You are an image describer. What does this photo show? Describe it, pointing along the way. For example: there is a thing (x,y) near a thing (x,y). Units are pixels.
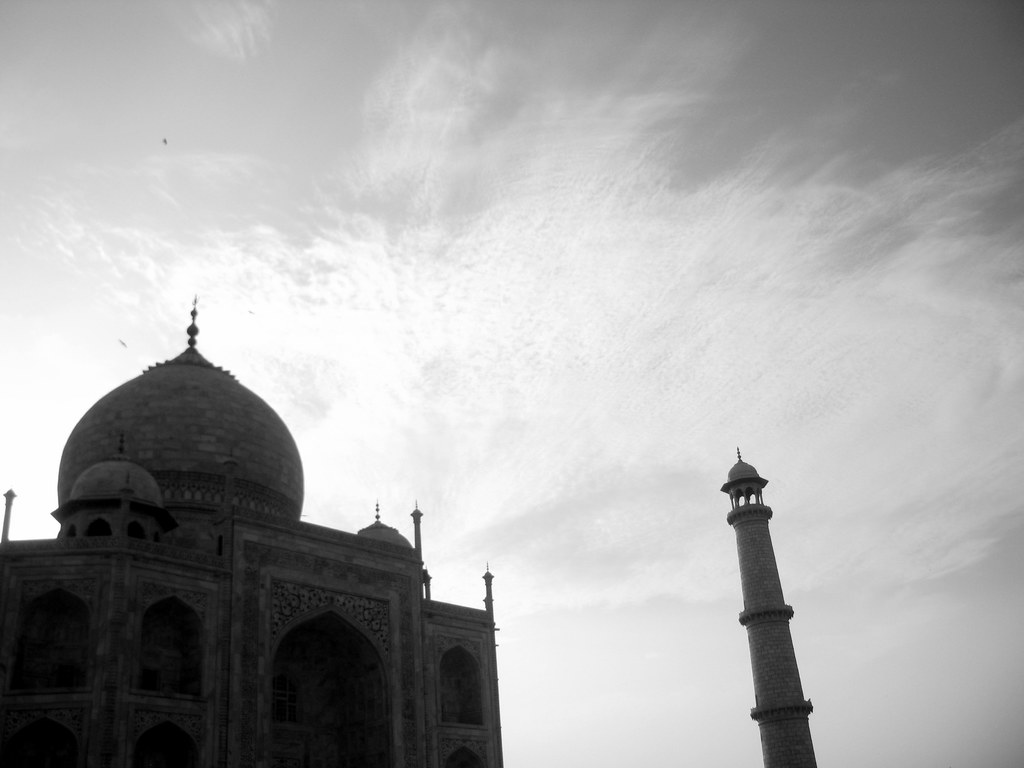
In the center of the image (607,288) we can see the sky (479,226), clouds (666,314), one pillar (780,607) and the monument (364,664).
